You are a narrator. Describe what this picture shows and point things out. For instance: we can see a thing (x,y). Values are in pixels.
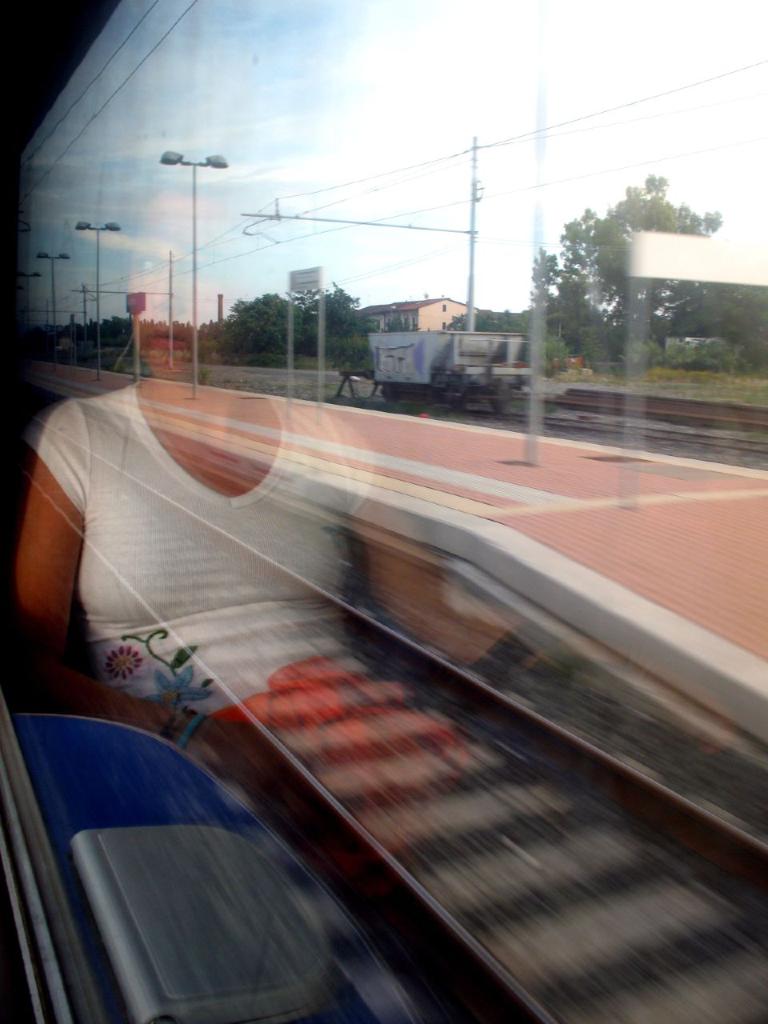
There is a glass (194,598) which has a person (239,445) on it and there is a railway track (467,804), platform (603,518), trees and a building (425,322) in the background (352,344).
